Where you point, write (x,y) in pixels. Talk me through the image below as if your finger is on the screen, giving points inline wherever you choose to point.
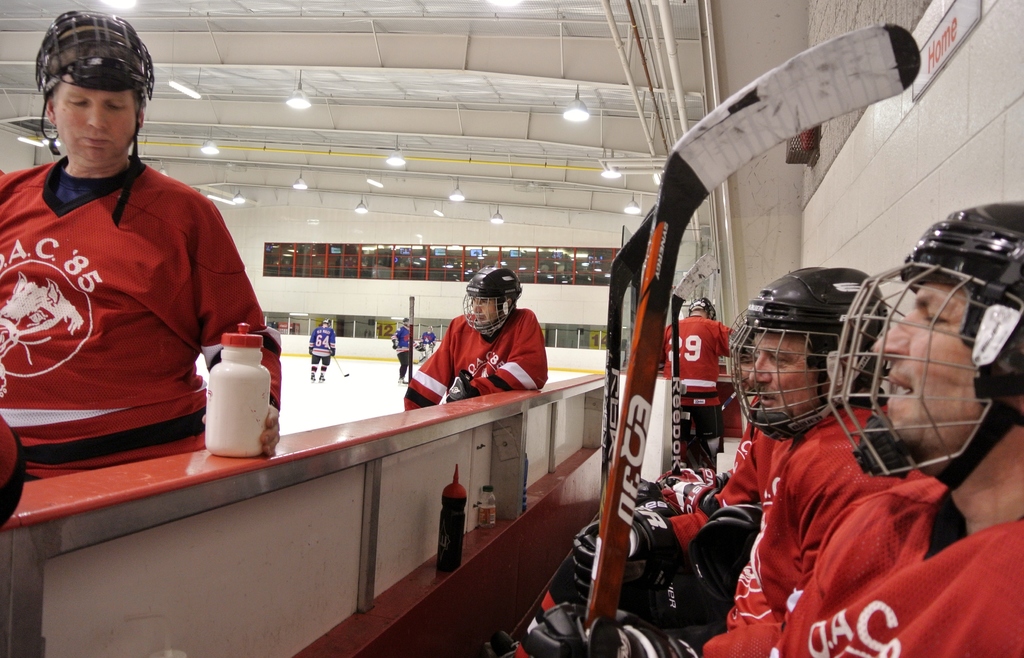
In this picture we can see many people (106,219) with helmets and sticks (848,84) in their hands (544,626). On the right side (832,362) people (953,297) are sitting and on the left side (112,370) people (190,303) are standing in a stadium (177,119). Here we have bottles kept in the rack (476,599).
